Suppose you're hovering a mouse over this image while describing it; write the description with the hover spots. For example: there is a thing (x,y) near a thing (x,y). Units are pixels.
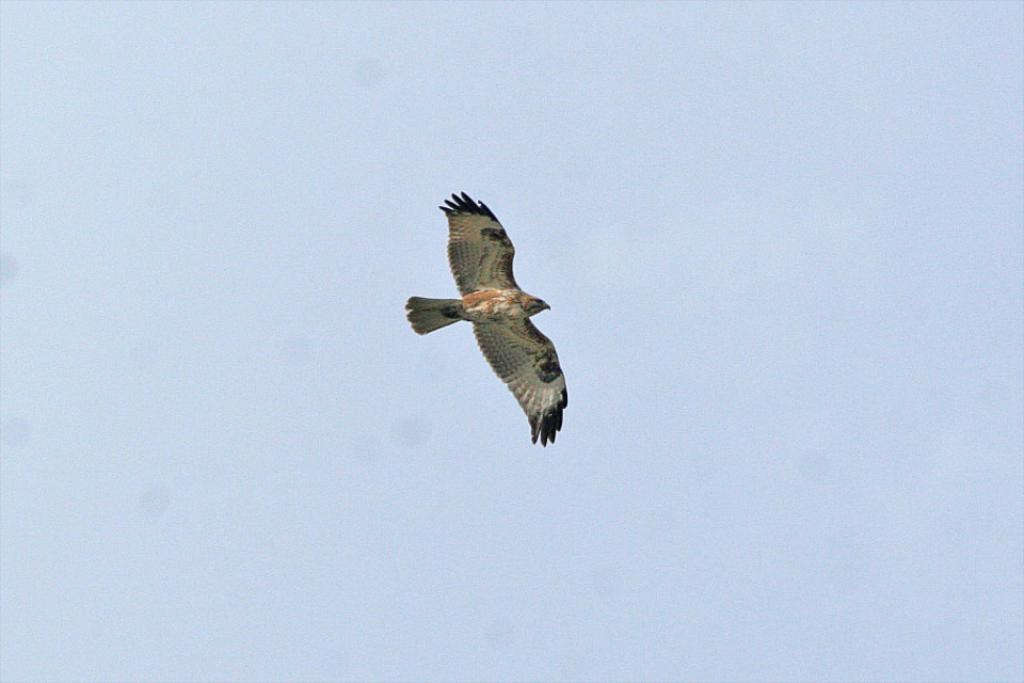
In this picture there is an eagle (523,336) which is flying. In the back (691,456) I can see the sky (666,456).
